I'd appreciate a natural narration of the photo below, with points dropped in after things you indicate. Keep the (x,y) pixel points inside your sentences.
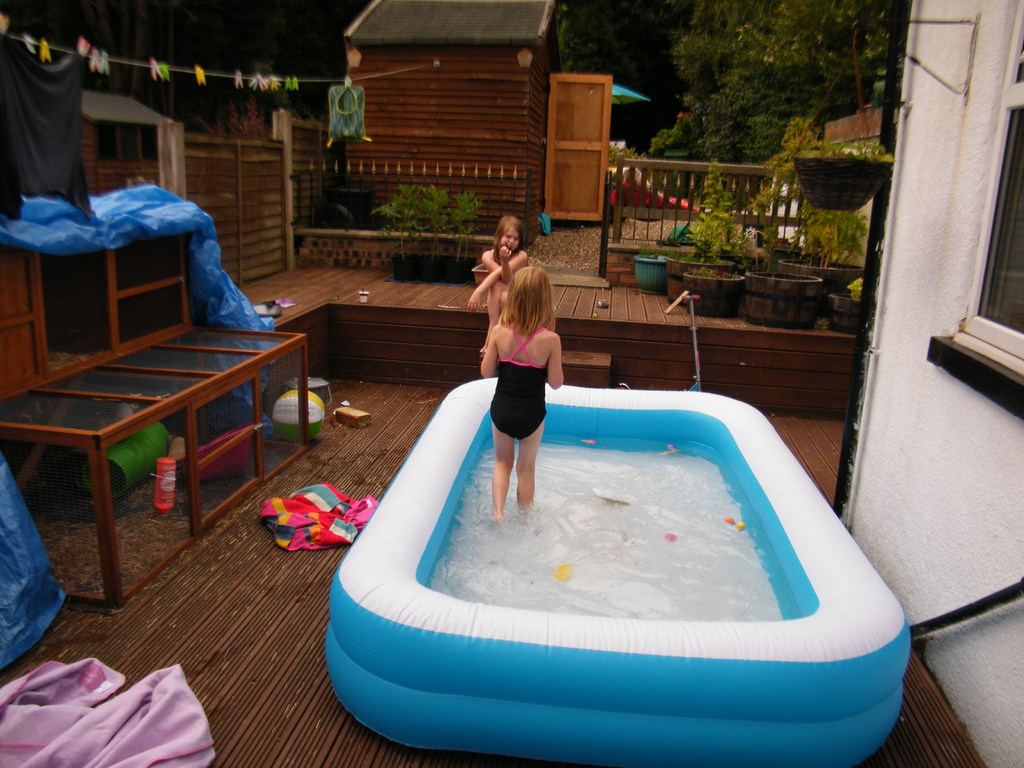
In the image we can see there is a bathtub (386,574). This tub (370,569) contains of water (565,546) and there are two girls (511,322). One girl (515,361) is walking in this bath tub (547,461) and other girl (489,269) is sitting over here and it contains of floor (259,561) and on floor (255,634) there is cloth (319,518), ball (310,411), bottle (156,505) and on the right side (914,365) there is a building (927,351). This building (957,317) contains one window (979,284) and there are small plants (699,242) in the pot (698,265) and a red color house (498,118) with orange color door (578,132) and this wire (394,73) is attached to this house (438,67) and in the background (741,80) there is tree (765,62).
